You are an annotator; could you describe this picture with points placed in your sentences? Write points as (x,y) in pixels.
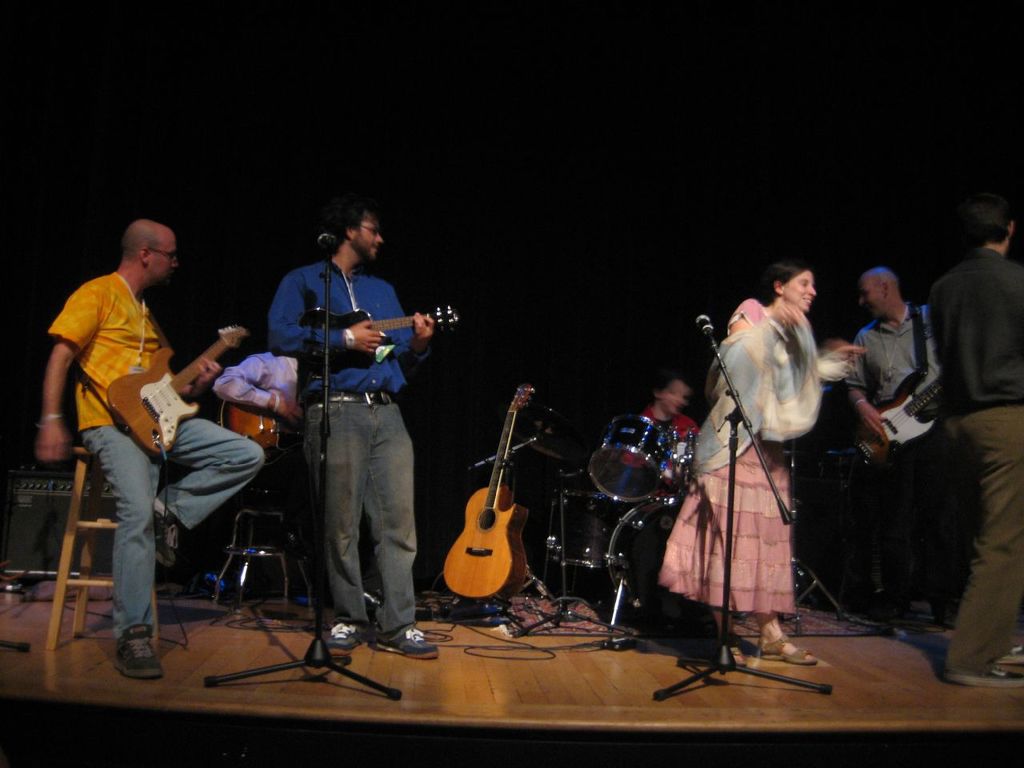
In the middle of the image (364,338) few people (128,460) are standing and playing some musical instruments (677,441) and there are few microphones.
